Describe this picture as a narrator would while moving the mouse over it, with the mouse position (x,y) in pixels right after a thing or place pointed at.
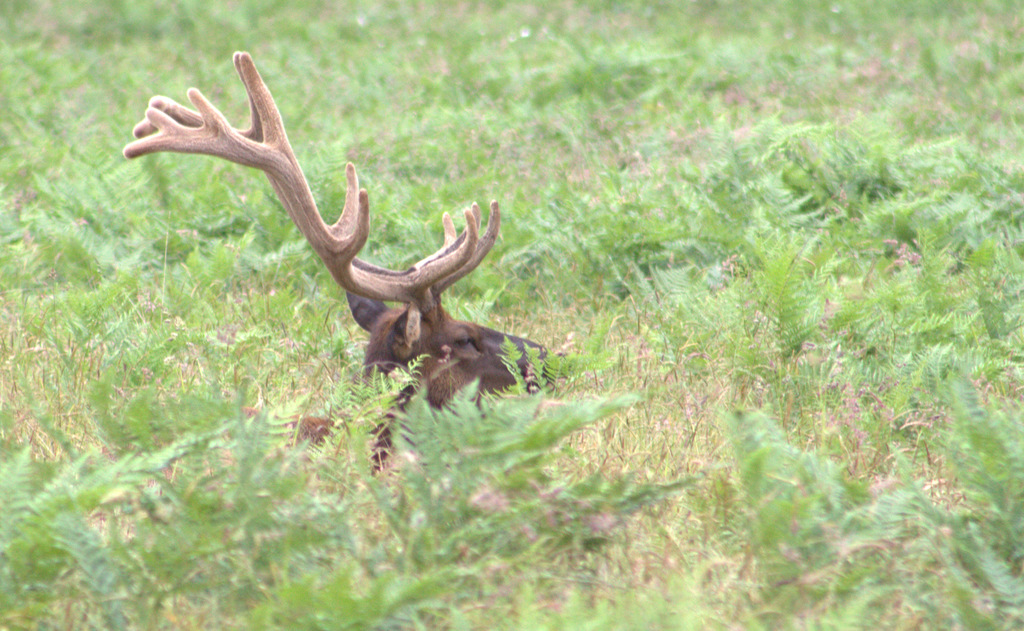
In this image, we can see some plants (463,189). There is an animal (463,345) in the middle of the image (446,343).
